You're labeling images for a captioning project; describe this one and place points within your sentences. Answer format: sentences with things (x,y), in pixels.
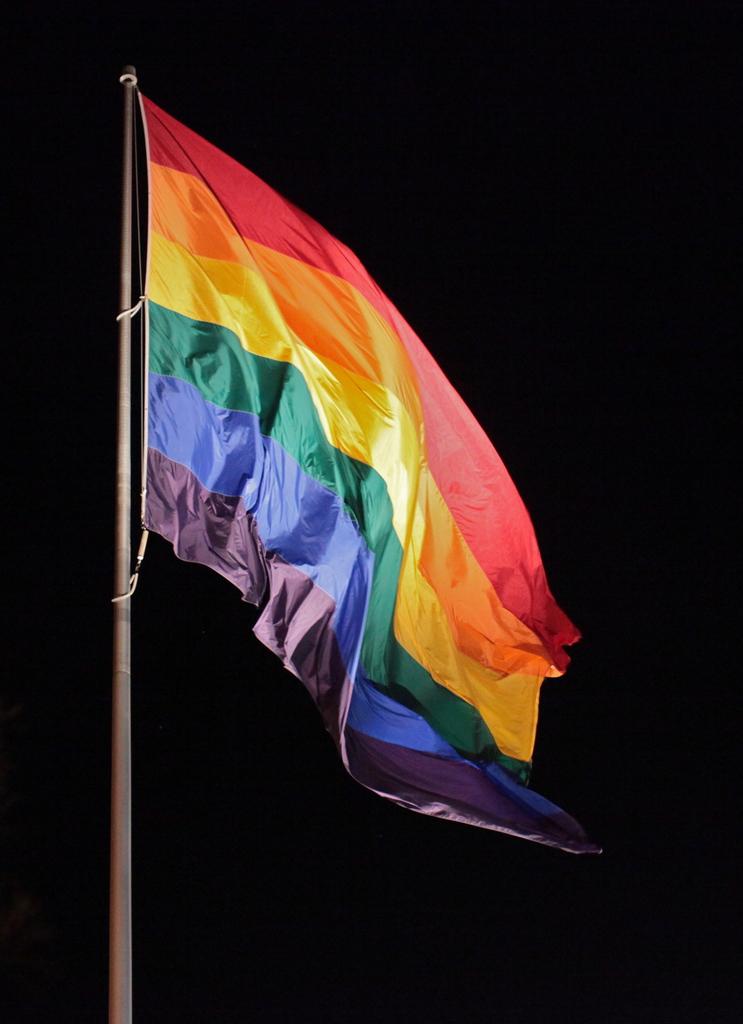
In this image in front (537,573) there is a flag (314,530).
